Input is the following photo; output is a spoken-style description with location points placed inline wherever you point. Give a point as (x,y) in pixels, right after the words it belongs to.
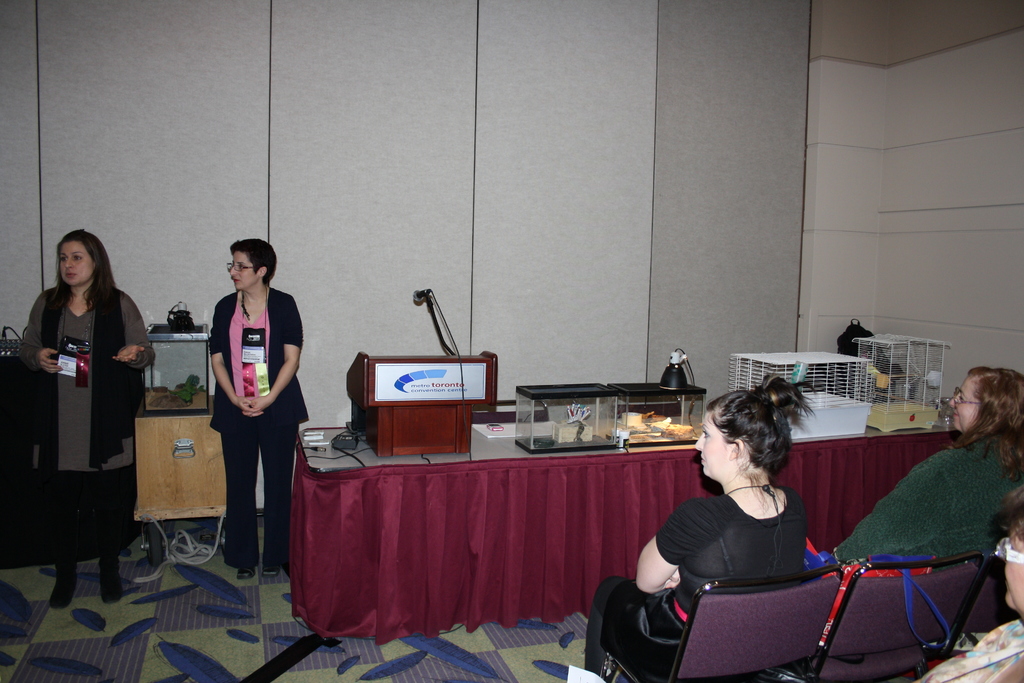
In the image there are two woman (90,371) stood at left side (256,511) and in the right side (740,561) two woman (774,554) sat on chairs (888,613) and in the middle (409,452) there is a table (460,494) with glass bowls (547,431), boxes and cages (855,391) and there is a mic podium (446,328) near the wall (429,330), the floor (371,647) has carpet (467,655) on it.
